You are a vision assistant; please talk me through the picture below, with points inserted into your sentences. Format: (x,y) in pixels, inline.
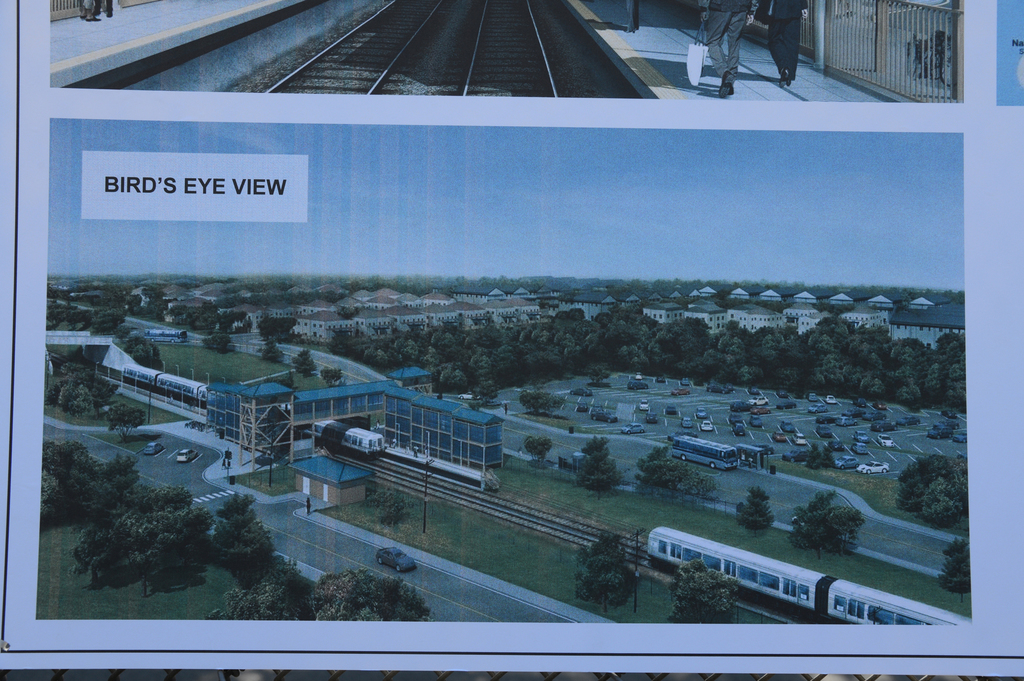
In this image there are pictures (664,38). We can see trees (564,323), poles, buildings (210,415), blue sky (501,170), tracks (493,58), people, vehicles (390,555), train (379,451), grass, roads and objects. Something is written on the image.
